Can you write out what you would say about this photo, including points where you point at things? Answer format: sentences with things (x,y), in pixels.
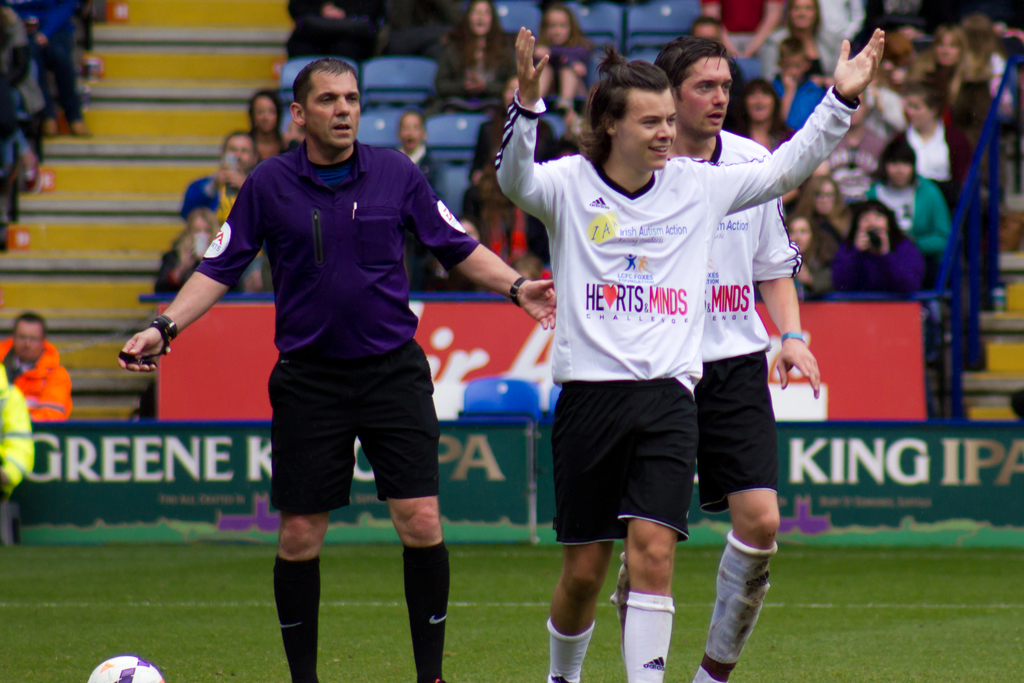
In this image I can see a playground (92,579), in the playground (92,579) I can see three persons (333,376) and a ball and I can see fence (37,474) in the middle (483,352), back side of the fence (48,441) I can see a staircase (17,247), on the staircase (106,301) I can see a person (55,347) sitting on it on the left side (31,372). In the middle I can see blue color chairs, on chairs (456,135) I can see crowd of people (486,52) sitting on it.
